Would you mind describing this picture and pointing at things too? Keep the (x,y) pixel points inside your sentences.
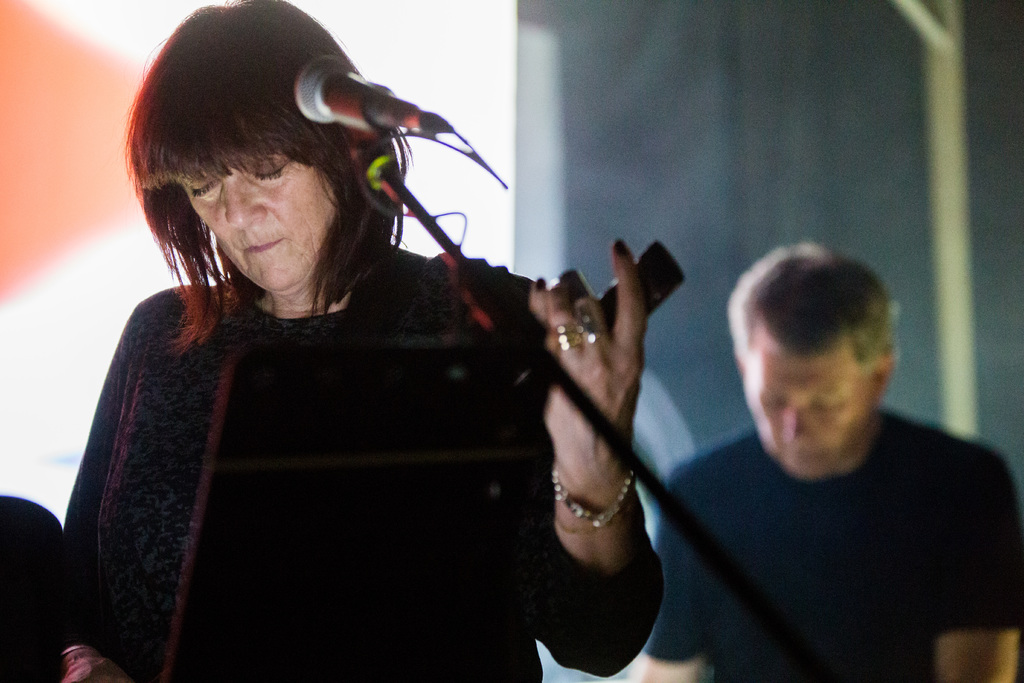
In this picture we can see people (179,447), here we can see a mic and in the background (799,163) we can see some objects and it is blurry.
